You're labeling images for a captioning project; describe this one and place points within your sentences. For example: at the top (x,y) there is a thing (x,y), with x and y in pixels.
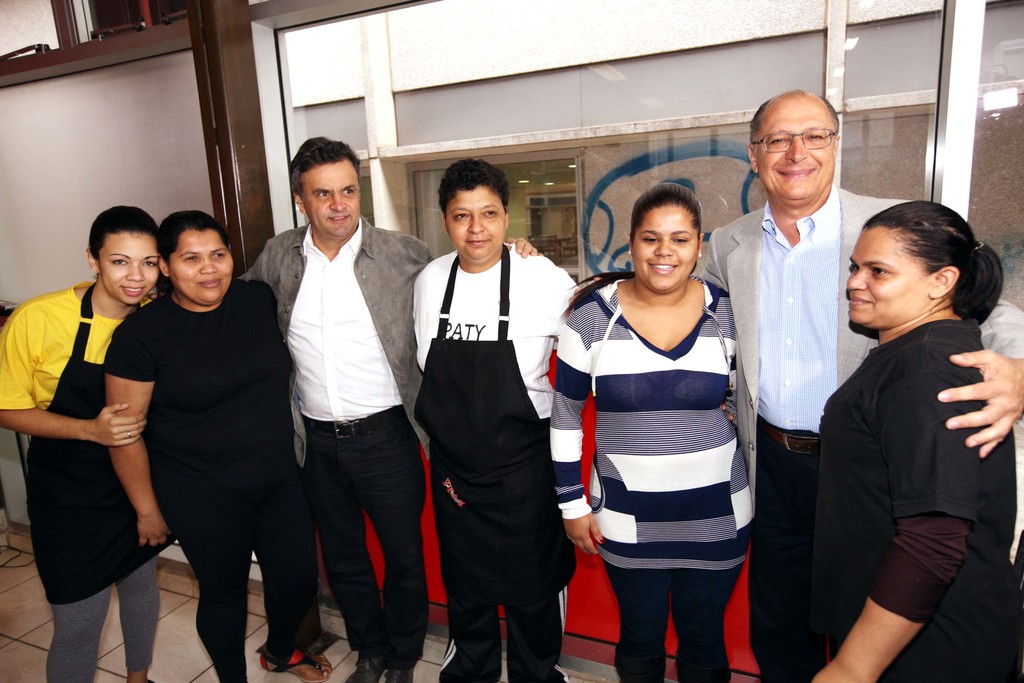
In the image in the center (385,369) we can see few people (533,386) were standing and they were smiling, which we can see on their faces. In the background (509,76) there is a wall (690,81), glass (570,241), board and few other objects (208,111).
